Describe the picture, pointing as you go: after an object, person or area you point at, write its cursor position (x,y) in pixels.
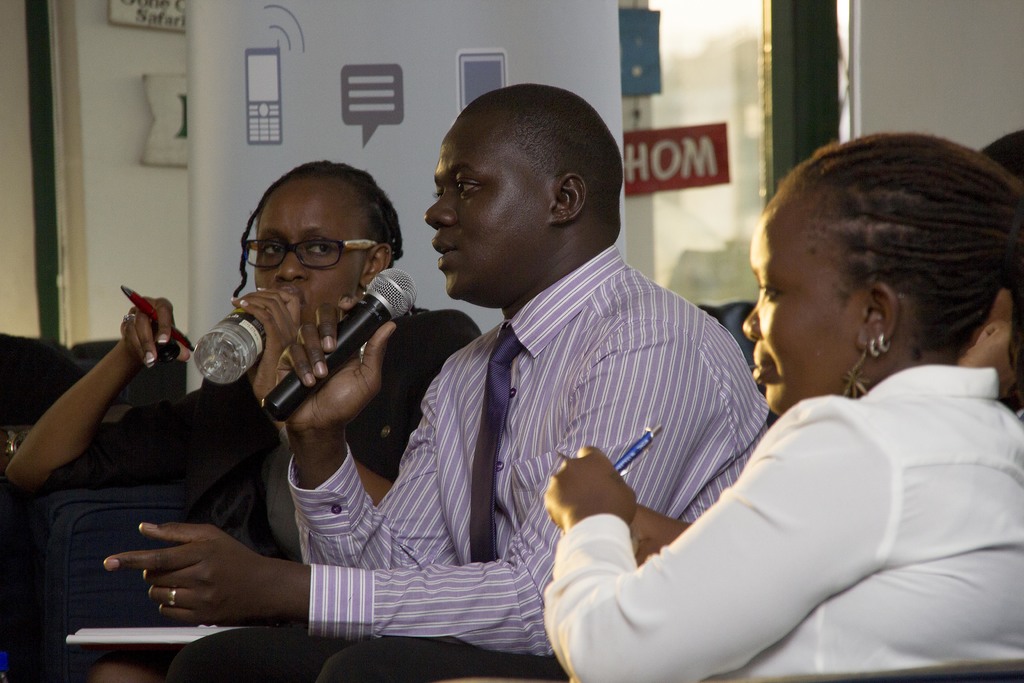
As we can see in the image there is a wall (886,75), banner (384,13), few people (848,313) sitting over here. The women (232,418) who is sitting in the left side (240,338) is drinking water (233,343) in water bottle (264,334). The man (529,332) in the middle (563,321) is holding a mic (374,304).
